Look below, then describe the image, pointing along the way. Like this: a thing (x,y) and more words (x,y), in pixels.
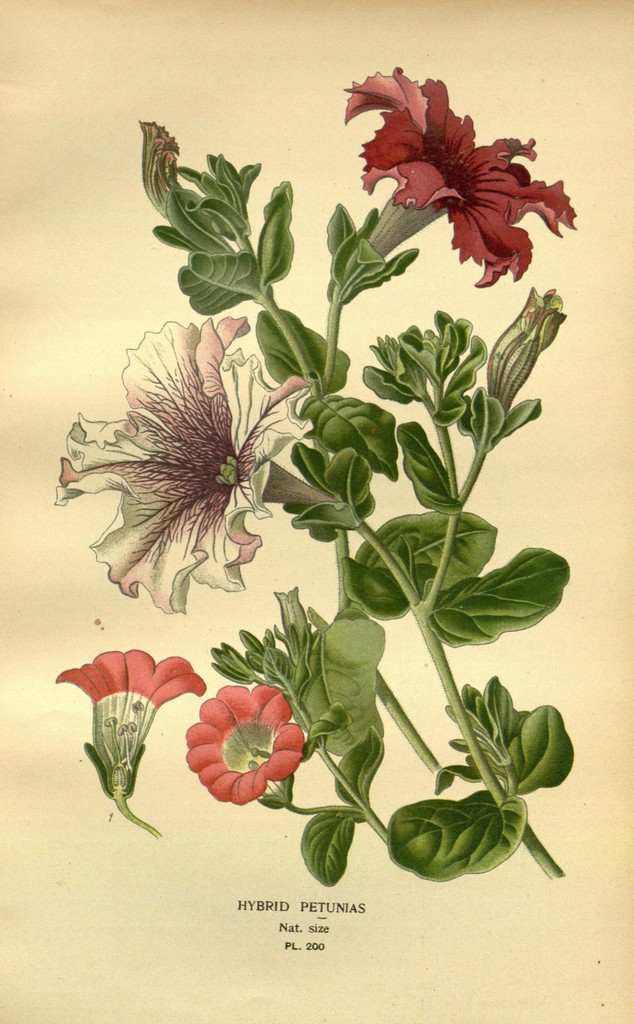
In this picture we can see flowers (411,214) and leaves (492,764) in the middle (216,527), at the bottom (298,909) there is some text (277,905).
